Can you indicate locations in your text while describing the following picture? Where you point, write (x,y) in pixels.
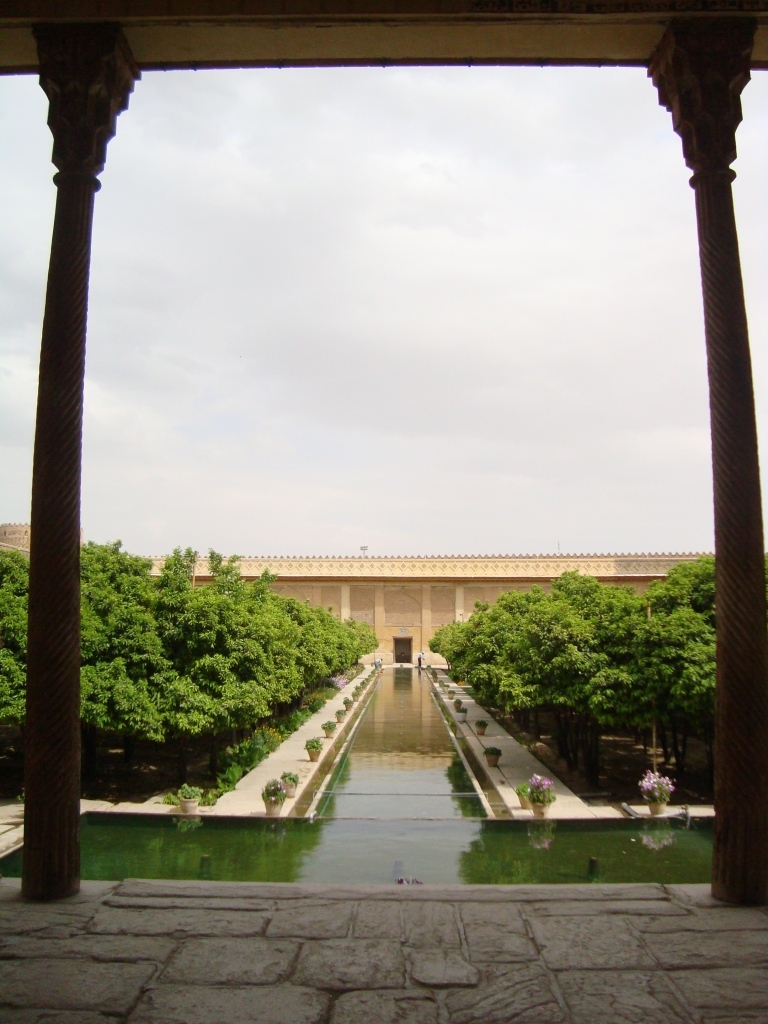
There is a roof (280,39) attached to the two pillars (707,225) which are on the floor (524,924). In the background (370,714), there is water (394,705). On both sides of this water (395,753), there are pot plants (661,810) arranged on the footpath (649,812) and there are trees (200,615), there is a building (207,559) and there are clouds (415,357) in the sky (287,138).
